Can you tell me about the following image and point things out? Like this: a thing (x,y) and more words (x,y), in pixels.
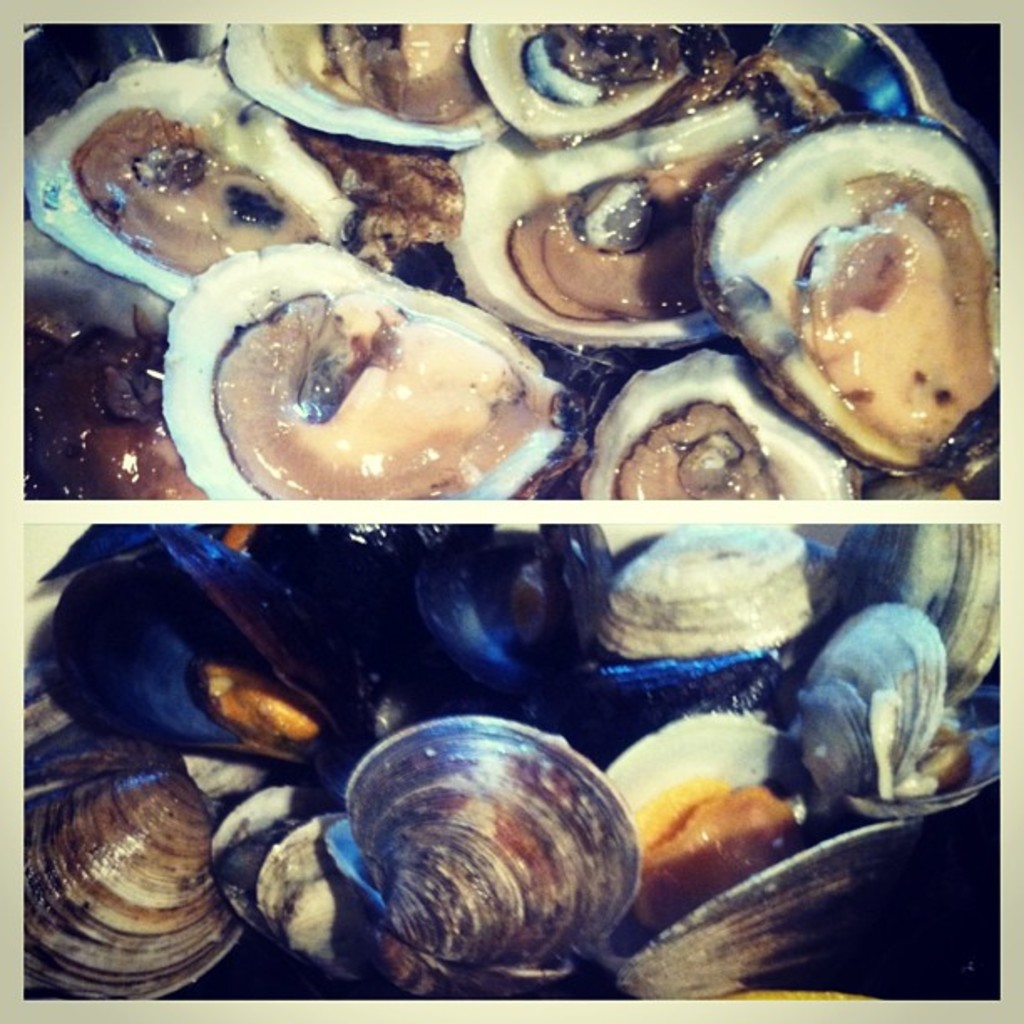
In the image there are shells (572,621) in a bowl (974,133), this is a photo grid image.
